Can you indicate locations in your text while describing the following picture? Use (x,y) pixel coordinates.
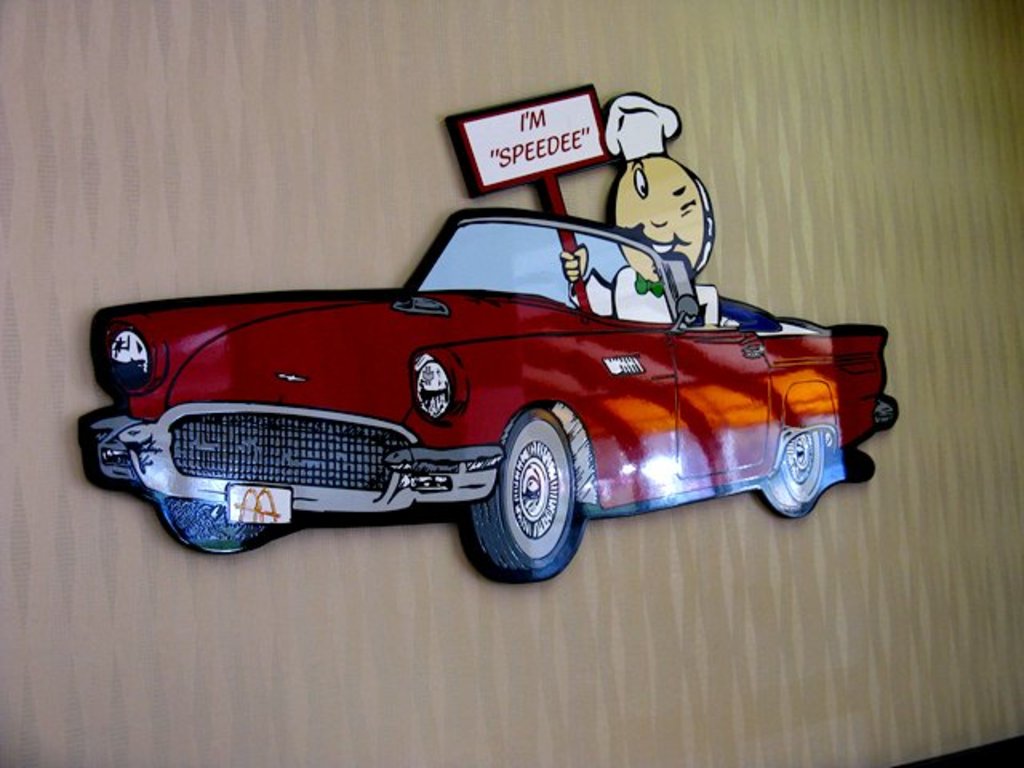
In this image I can see a car (579,430) is in dark red color. A cartoon person (651,310) is sitting in it, by holding the placard (582,274) in his hand (567,261), it is a board (530,469) that is stick to this wall (184,268).
